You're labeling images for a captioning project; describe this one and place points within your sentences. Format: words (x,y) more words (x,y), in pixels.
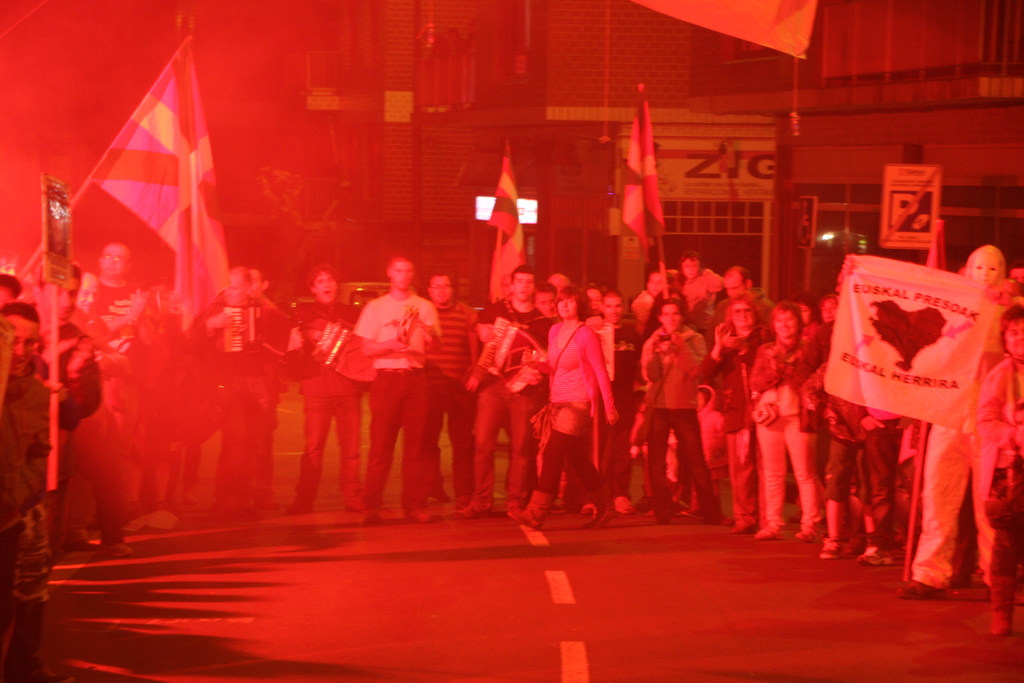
In the picture we can see a group of people (374,336) standing on the road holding flags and banners (911,366) and in the background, we can see some buildings (445,268) and a red color focus light (5,192) on them.
